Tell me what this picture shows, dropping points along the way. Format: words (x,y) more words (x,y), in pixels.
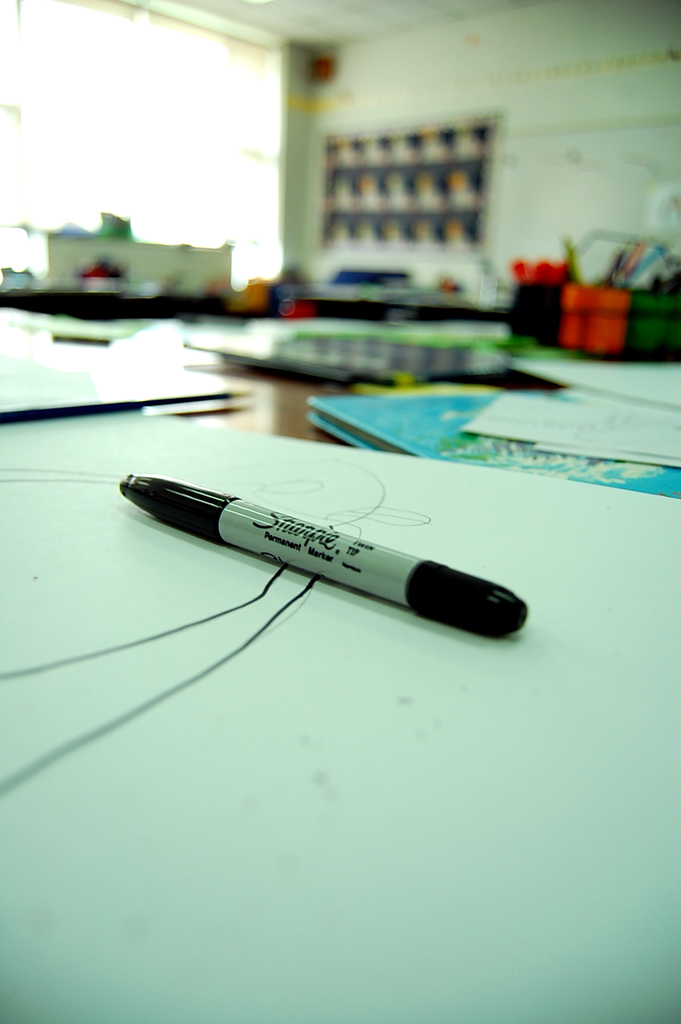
In this picture I can see there is a pen (336,572) placed on the paper (284,635) and there is a drawing (296,596) on it. There are a few more books (449,361) and the backdrop (580,152) is blurred and there is a wall (515,124) and there is a window (13,131) at left (94,97).
